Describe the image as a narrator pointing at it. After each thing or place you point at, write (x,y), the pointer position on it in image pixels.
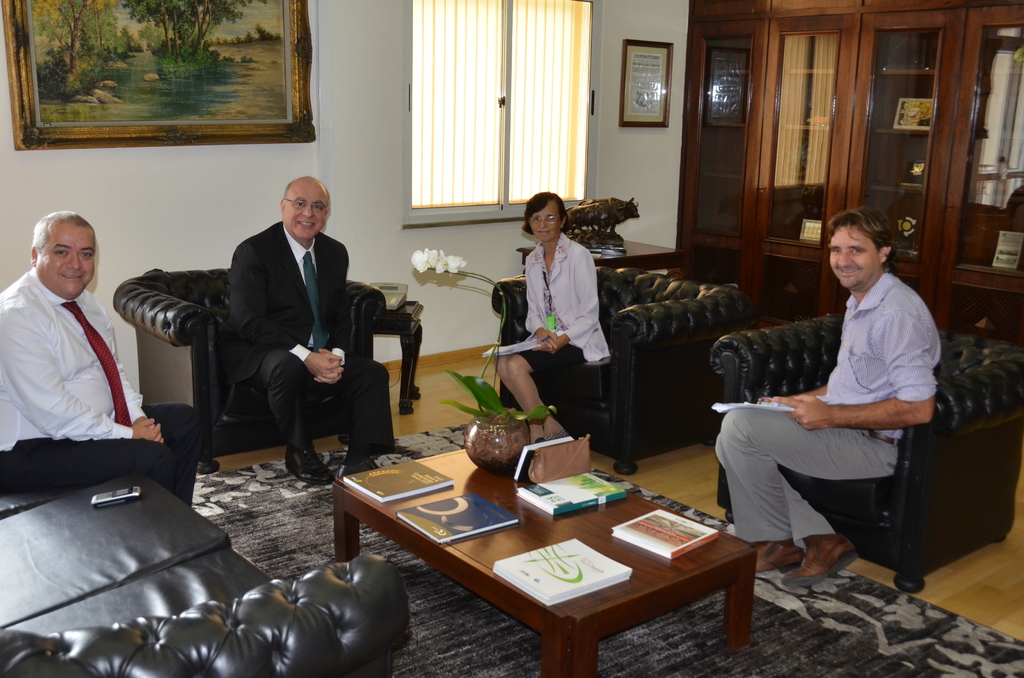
In this image we can see a four persons (46,248) sitting on a sofa (137,481) and they are smiling. This is a wooden table (631,609) where books (638,534) and a small plant (505,432) are kept on it. This is a wooden glass (780,183) cabinet which is on the right side (903,116).
